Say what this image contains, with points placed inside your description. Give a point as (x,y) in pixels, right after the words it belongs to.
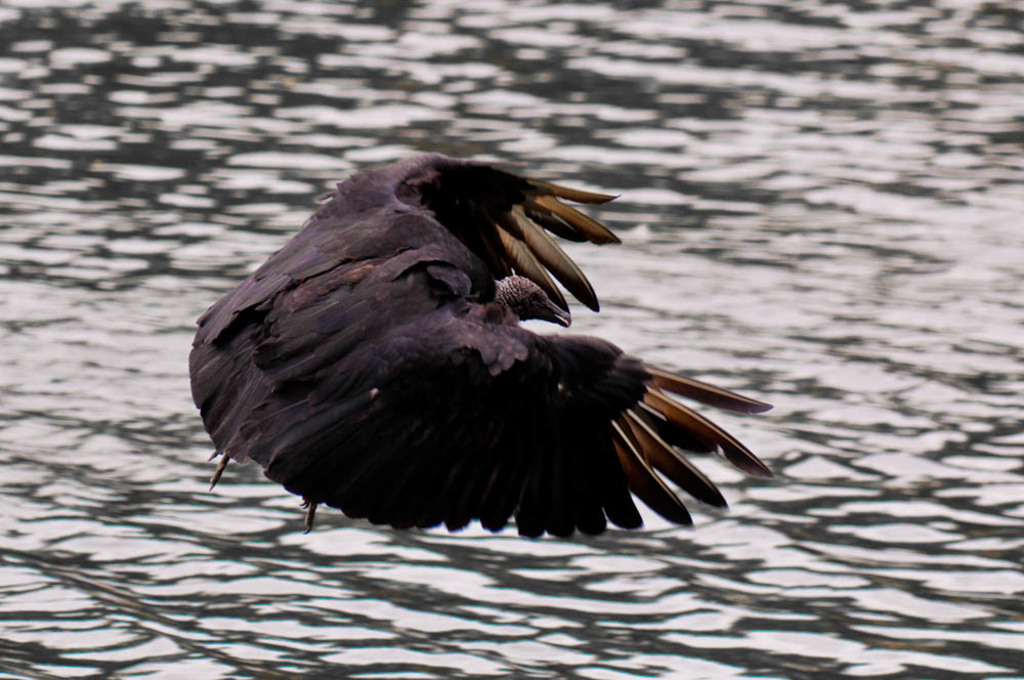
In this image, we can see a bird (233,436). We can also see some water (599,46).
